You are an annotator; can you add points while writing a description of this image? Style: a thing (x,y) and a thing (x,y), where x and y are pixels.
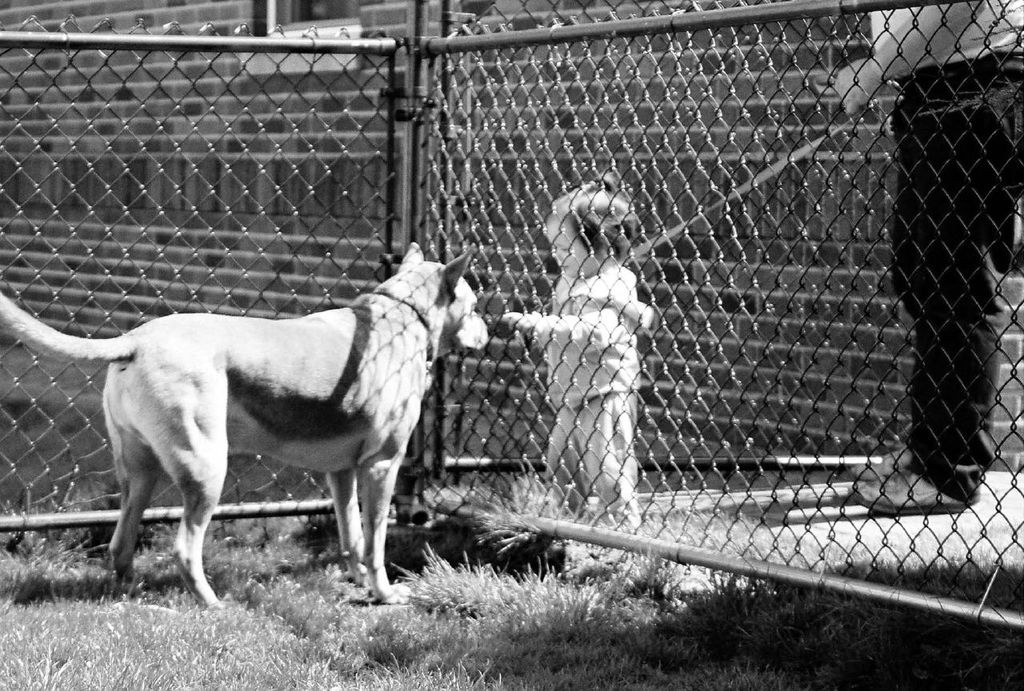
In this picture I can see the dog (331,343) on the left (258,381). I can see a metal grill fence (421,197). I can see a kid (584,340) on the right side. I can see a person (950,209) on the right side (948,262). I can see the grass (353,628).
